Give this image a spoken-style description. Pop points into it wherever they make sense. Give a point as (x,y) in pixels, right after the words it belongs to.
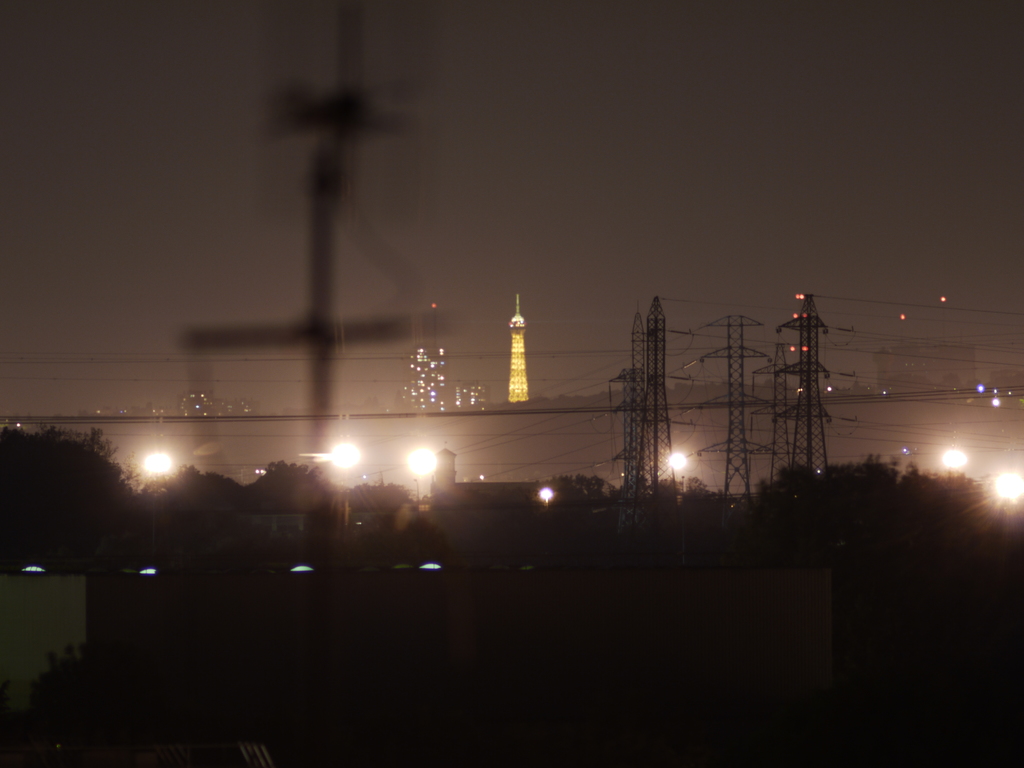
In this picture we can see buildings (232,741), trees (136,538), towers (637,444), lights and in the background (170,350) we can see the sky (584,247) with clouds (504,196).
